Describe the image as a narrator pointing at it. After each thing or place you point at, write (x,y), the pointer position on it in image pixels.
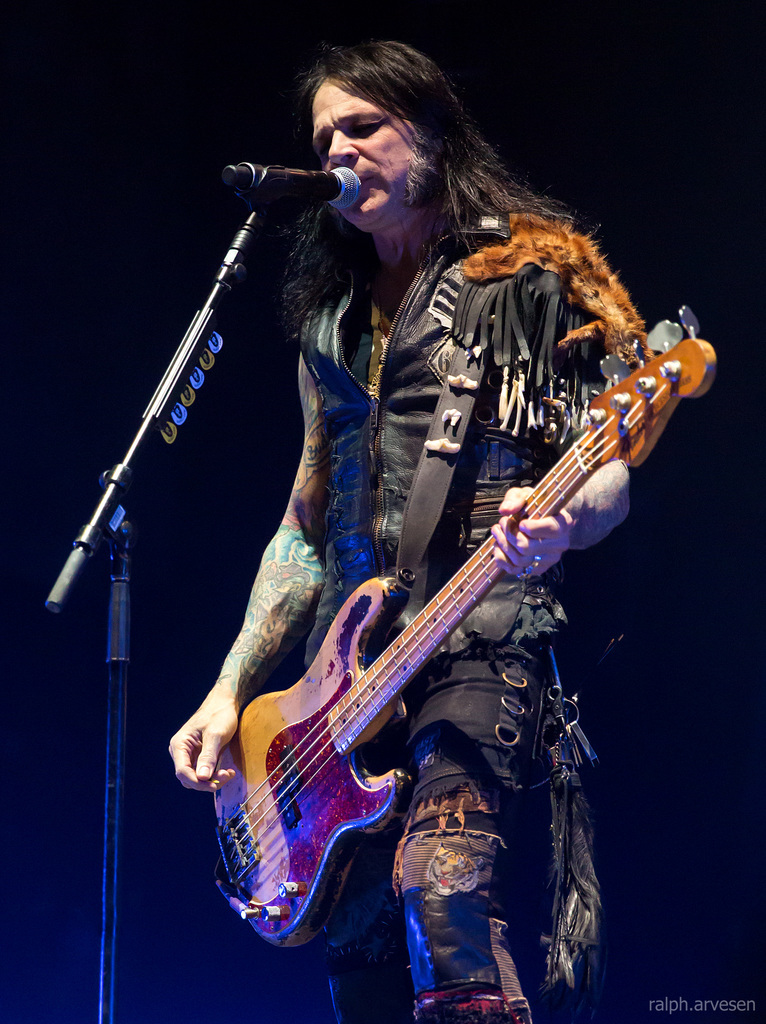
In this picture, in the middle (466,483), we can see a man (502,271) wearing a black color jacket (495,289), he is also holding a guitar (324,785) and playing it in front of a microphone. In the background (165,81), we can also see black color.
